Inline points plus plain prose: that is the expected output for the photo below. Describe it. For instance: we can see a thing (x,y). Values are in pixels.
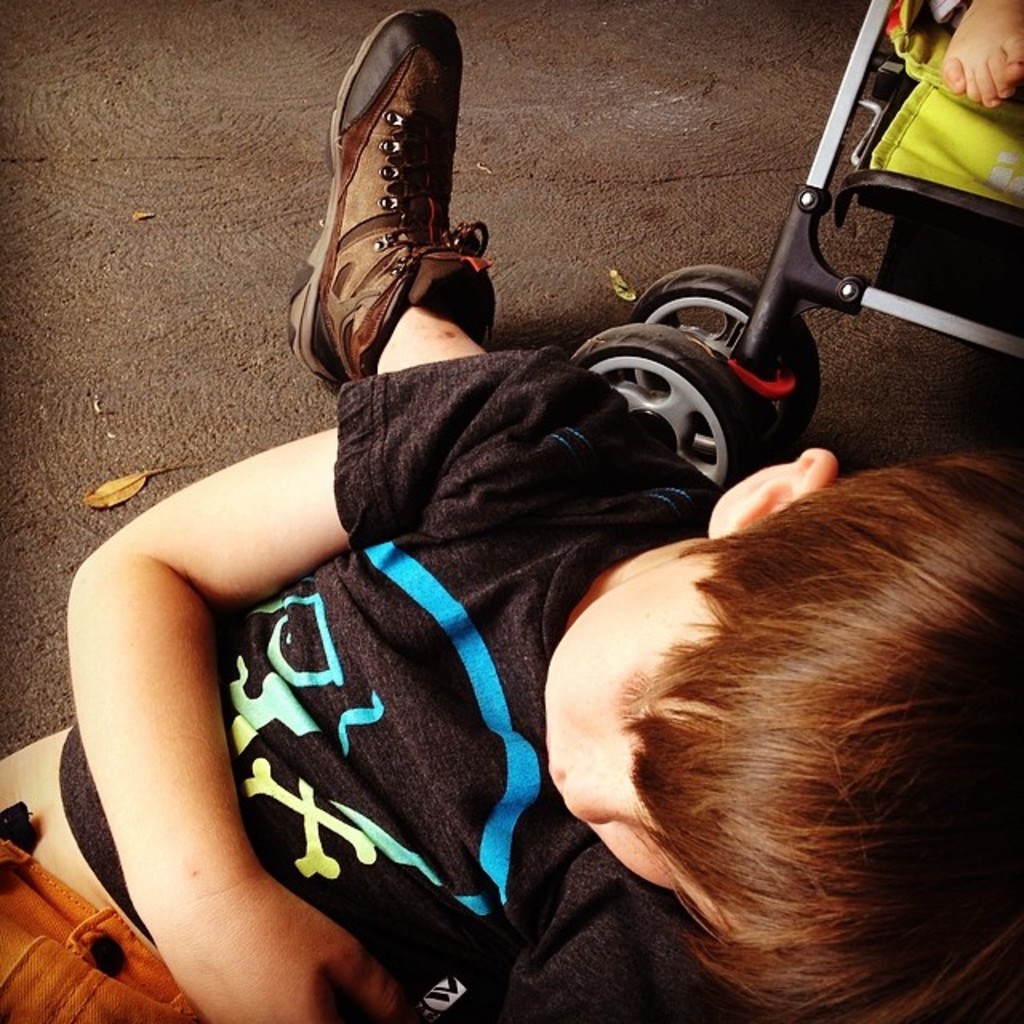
In this image we can see a boy (315,747) and a leg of a person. In the top right (998,67), we can see a person's leg (995,100) and a baby trolley (845,183).
